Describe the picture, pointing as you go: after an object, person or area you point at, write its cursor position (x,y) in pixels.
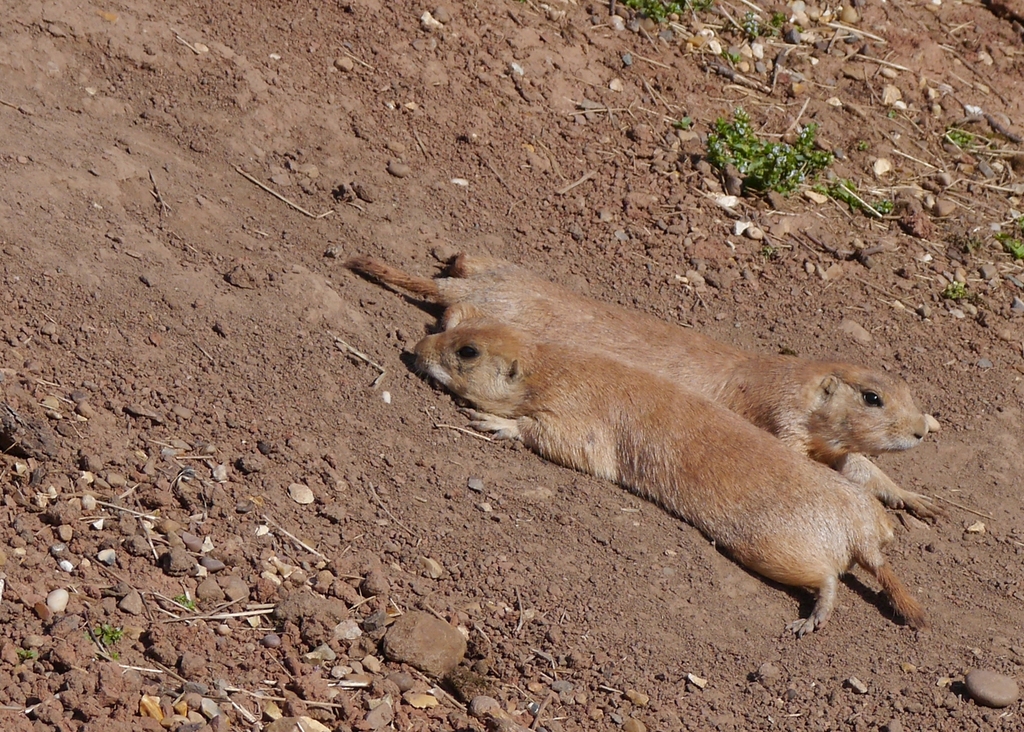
In this image we can see two animal (538,373) on the land (234,272).
